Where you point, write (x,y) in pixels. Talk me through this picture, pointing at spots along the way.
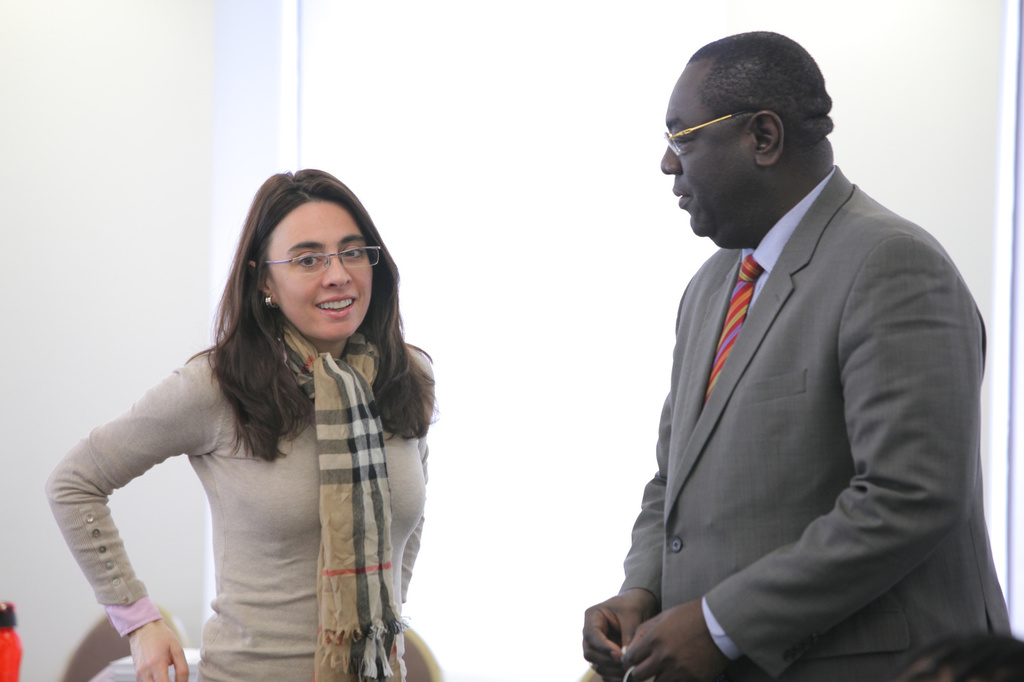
In the center of the image (380,367) there is a lady (157,446) wearing a sweater (78,451) and a scarf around her neck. Beside her there is a person (650,538) wearing a grey color suit (707,270).
